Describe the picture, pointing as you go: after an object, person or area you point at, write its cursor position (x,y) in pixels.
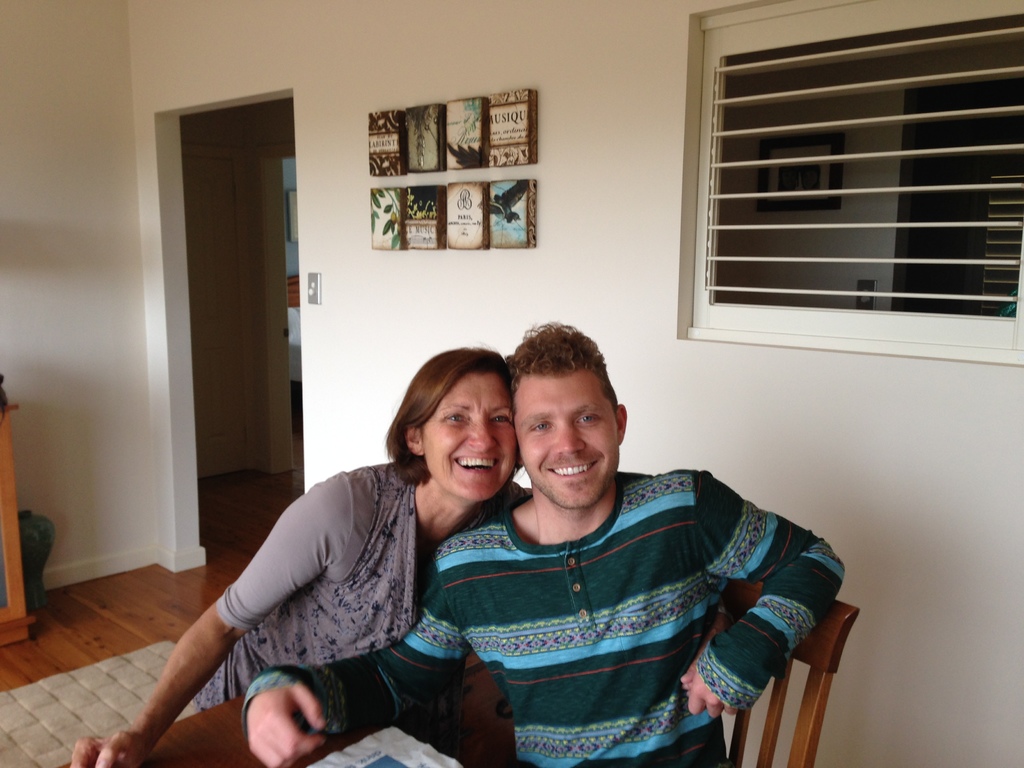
In this picture I see a man (588,555) and a woman (356,526) in front (556,459) and I see that both of them are smiling and I see that this man (589,497) is sitting on a chair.
